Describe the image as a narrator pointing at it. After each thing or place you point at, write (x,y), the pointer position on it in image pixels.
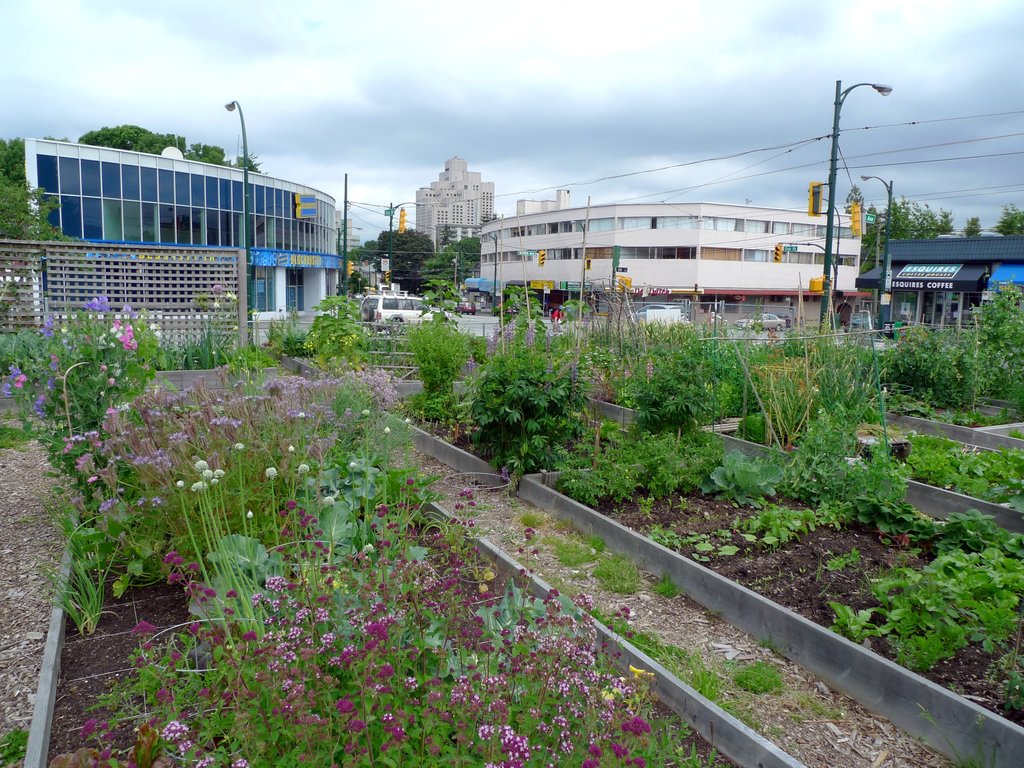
In this image, we can see plants (449,561), flowers (639,675) and ground (700,612). Background (950,308) there are few buildings (778,293), poles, street lights (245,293), traffic signals (820,287), vehicles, trees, glass objects (908,301), name boards (921,286), wires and cloudy sky (397,91).
